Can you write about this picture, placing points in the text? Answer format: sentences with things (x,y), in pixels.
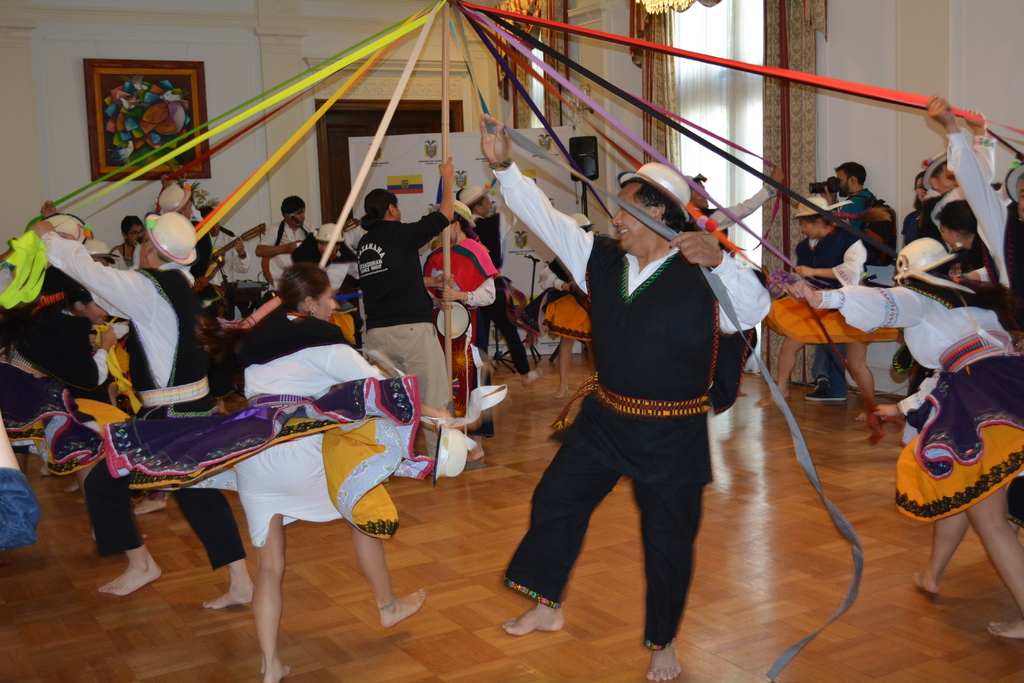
In this image I can see the group of people (38,340) with different color dresses (392,425). I can see few people (641,261) are wearing the hats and holding the ropes (275,97). In the background (667,80) there are boards (550,174), sound system (582,169), curtains (669,93) and I can see the frame (118,84) to the wall (78,52).
